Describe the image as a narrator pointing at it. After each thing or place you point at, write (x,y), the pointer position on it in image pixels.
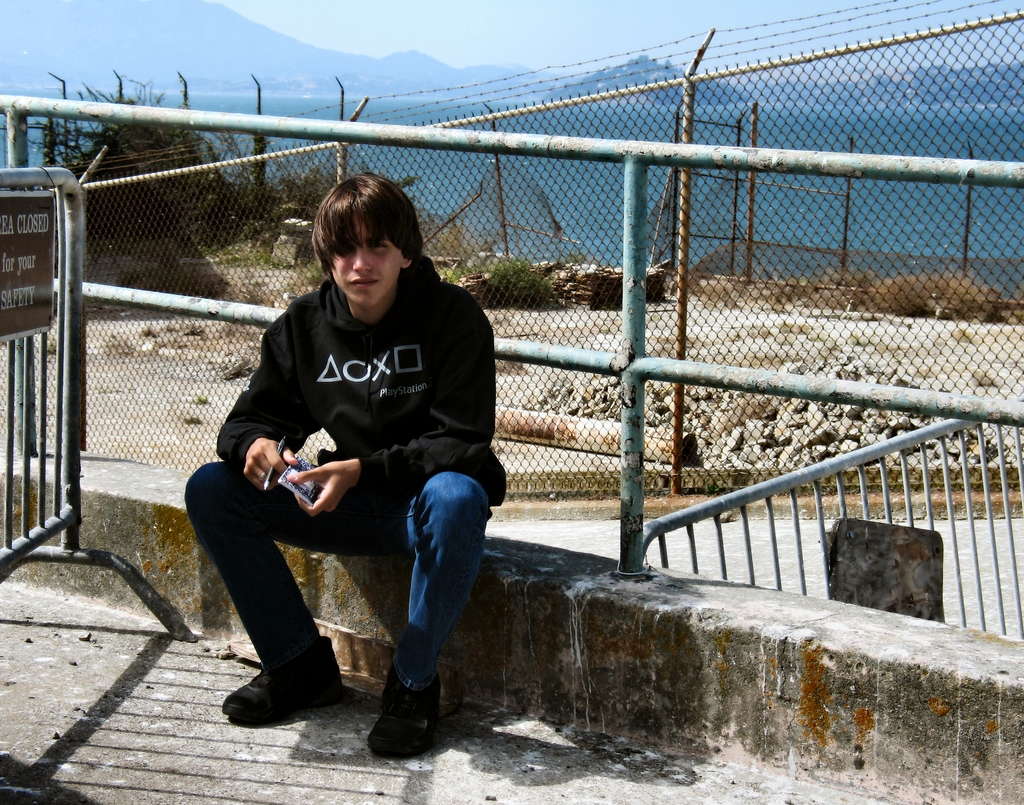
In this image we can see a boy (396,433) is sitting. He is wearing black color hoodie (449,420) with jeans (449,518) and holding book (299,490) and pen (267,478) in his hand (280,467). Behind him railing (634,286), fencing (869,250), mountains (425,63) and plants (205,174) are there. Left side of the image (46,255) we can see the fencing (30,392) with one board (30,278). Right side of the image (818,432), stone (789,401) are there on the land (829,503) and one pole (524,428) is present on the land (172,392).
